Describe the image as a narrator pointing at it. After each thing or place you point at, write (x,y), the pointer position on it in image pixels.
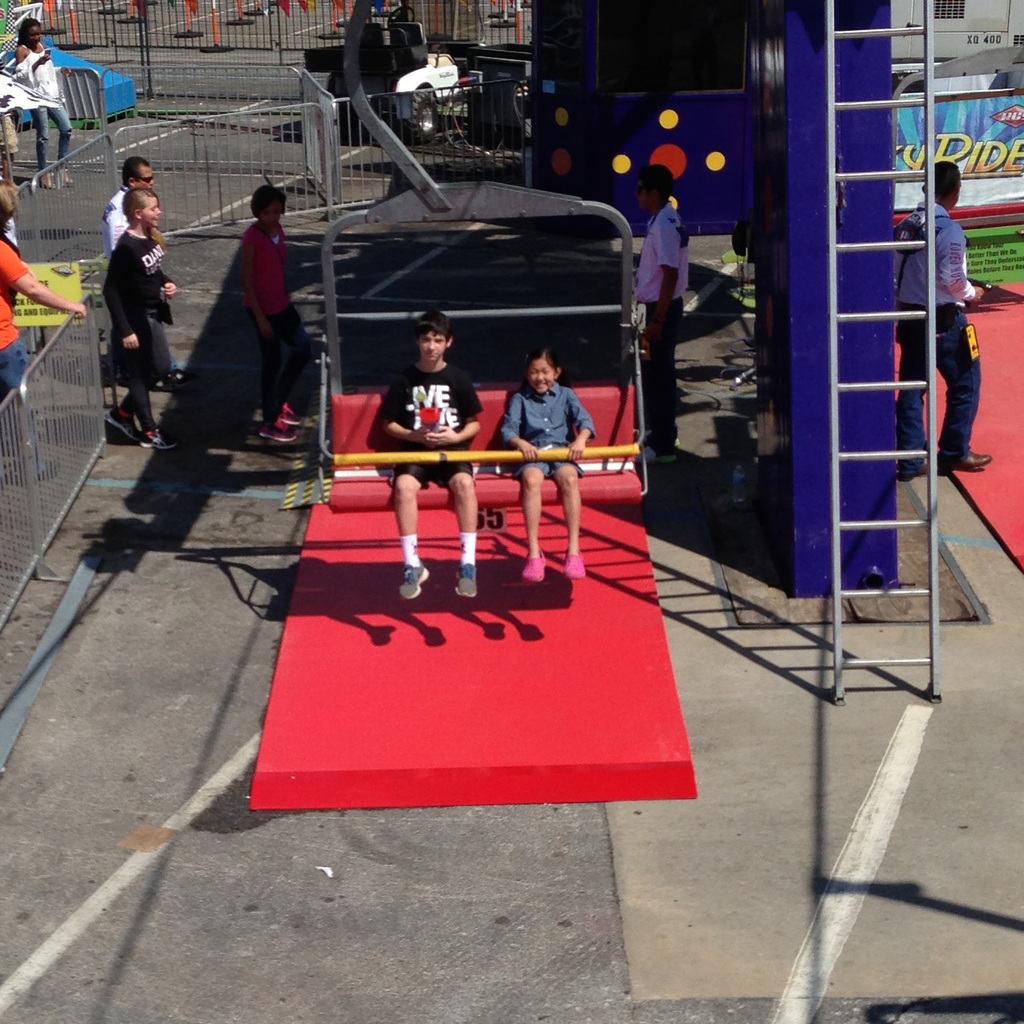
This picture shows few people (967,403) standing and few (111,273) are walking and we see a woman (61,115) walking holding a mobile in her hand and we see a boy (437,375) and a girl (572,495) seated and we see Red Carpet (474,660) on the floor (995,570) and a banner (953,156) on the side and we see a metal fence (167,156).
